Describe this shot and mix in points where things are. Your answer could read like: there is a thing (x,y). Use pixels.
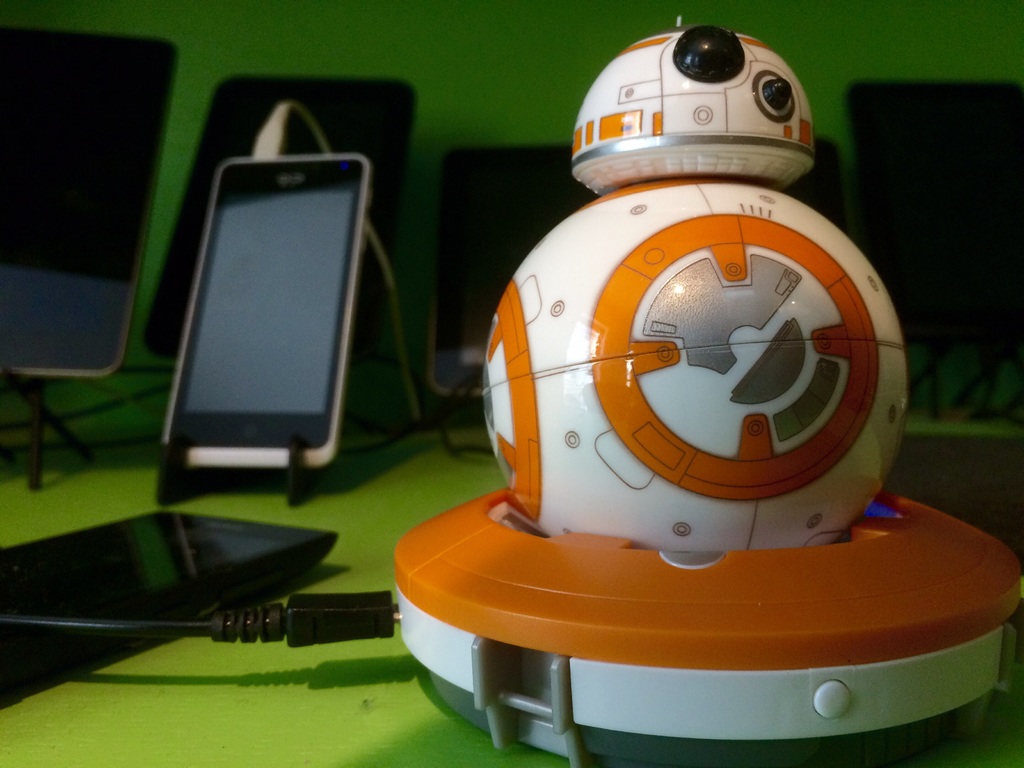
In this image I can see the green colored surface (285,706) and on it I can see a gadget (716,628) which is orange and white in color, a mobile (179,545) which is black in color and few other mobiles (252,271). I can see few wires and the green colored surface (463,79) in the background (467,45).
